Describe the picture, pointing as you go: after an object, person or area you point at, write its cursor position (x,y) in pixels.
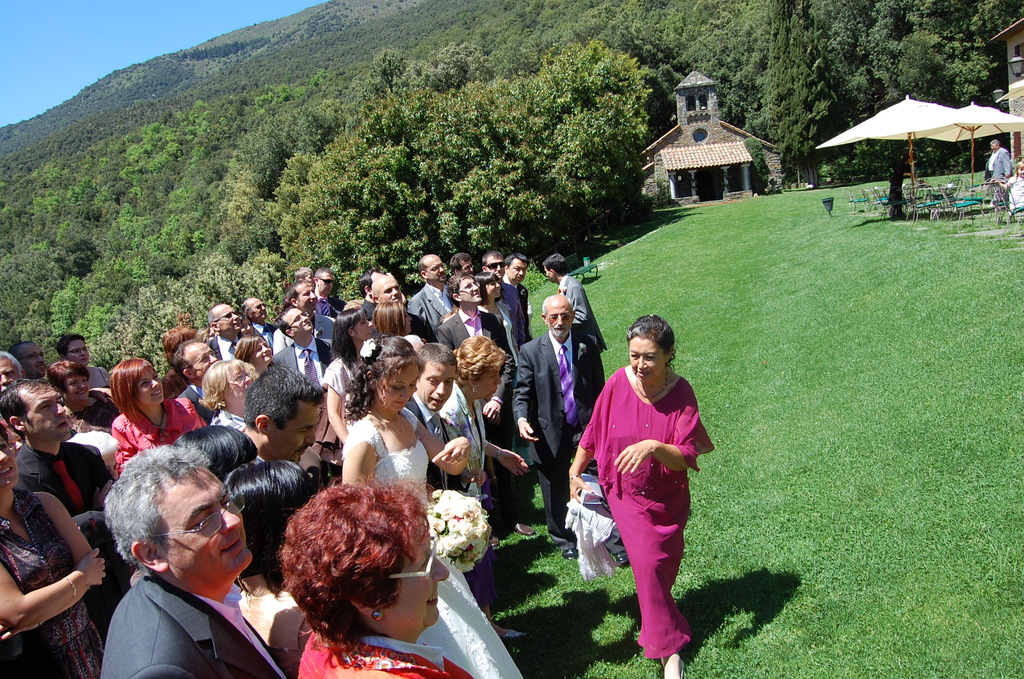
In this image we can see a crowd (419,651) standing on the ground (558,565). In the background (367,157) we can see sky (191,40), hills (199,51), trees (297,136), buildings (720,144), street lights (1023,63), parasols (950,117) and chairs (936,209).
